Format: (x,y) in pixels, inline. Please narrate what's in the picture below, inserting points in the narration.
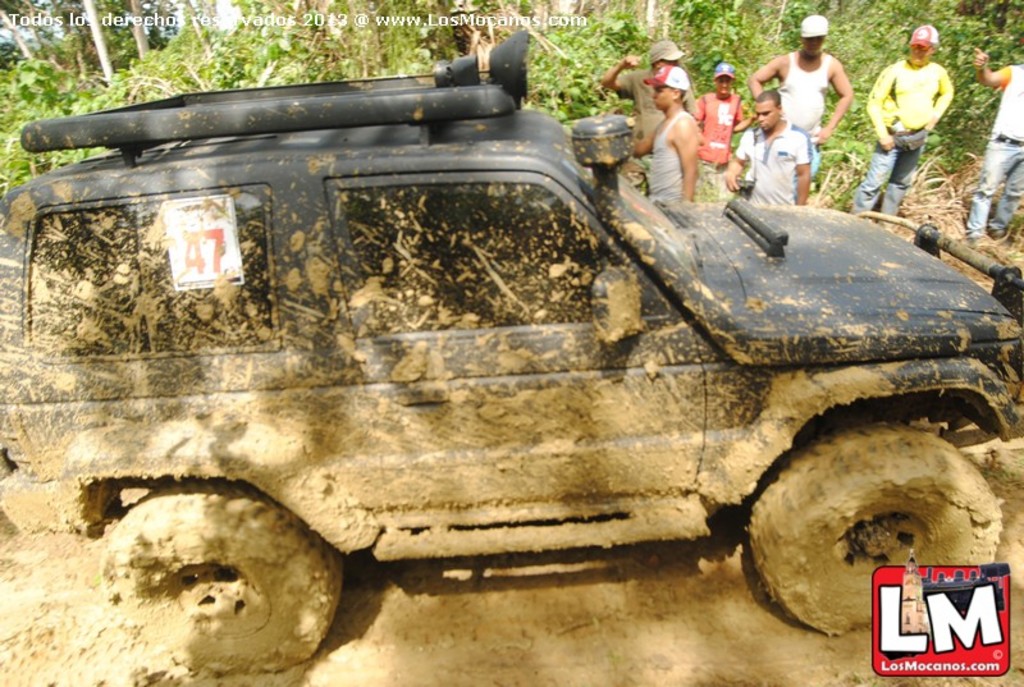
In the image in the center (482,307), we can see one car (406,365). In the bottom right side of the image (959,586), there is a logo (987,587). In the background (594,74) we can see the trees (829,7) and few people (744,107) are standing.
